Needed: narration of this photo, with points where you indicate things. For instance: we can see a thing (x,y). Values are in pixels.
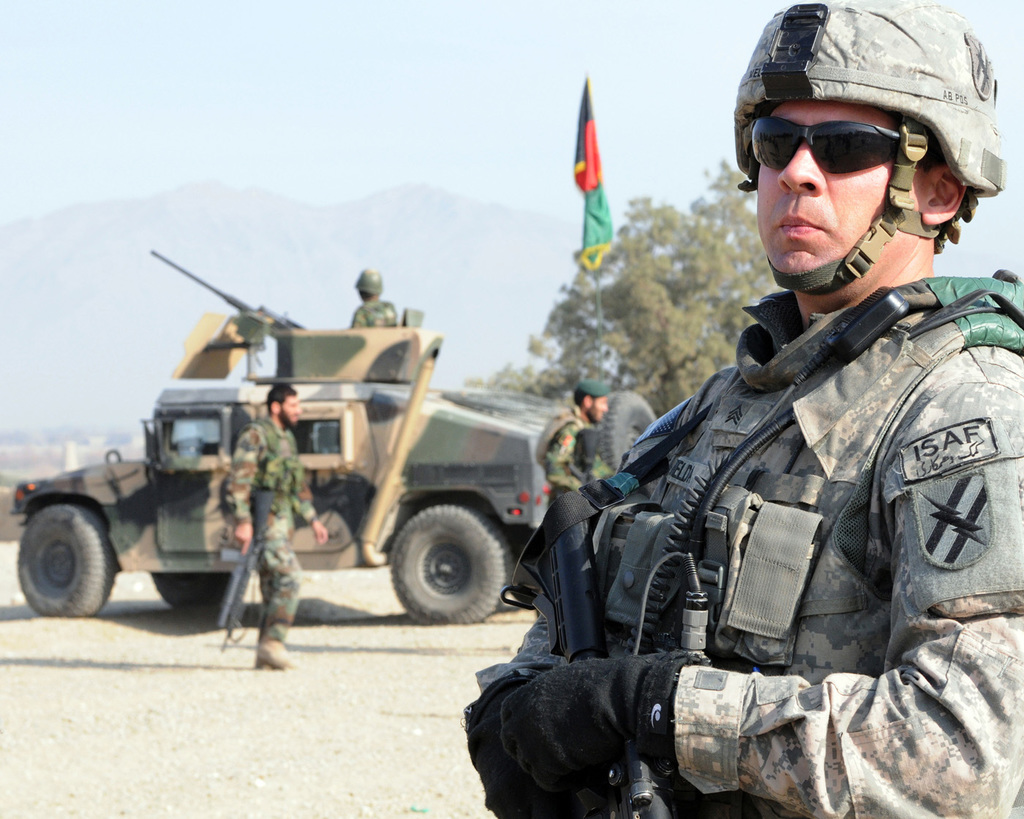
On the right side of the image (835,500) we can see a man (775,535) is standing and wearing uniform (737,657), gloves (563,723), goggles (814,151), cap (961,118) and holding a gun (618,766). In the center of the image (432,427) we can see a vehicle (382,457) and some persons (375,309) are holding the guns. In the background of the image (134,265) we can see the mountains (541,240), buildings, tree (669,323), flag (593,226). At the top of the image (360,126) we can see the sky (295,126). At the bottom of the image (279,714) we can see the ground (315,721).
